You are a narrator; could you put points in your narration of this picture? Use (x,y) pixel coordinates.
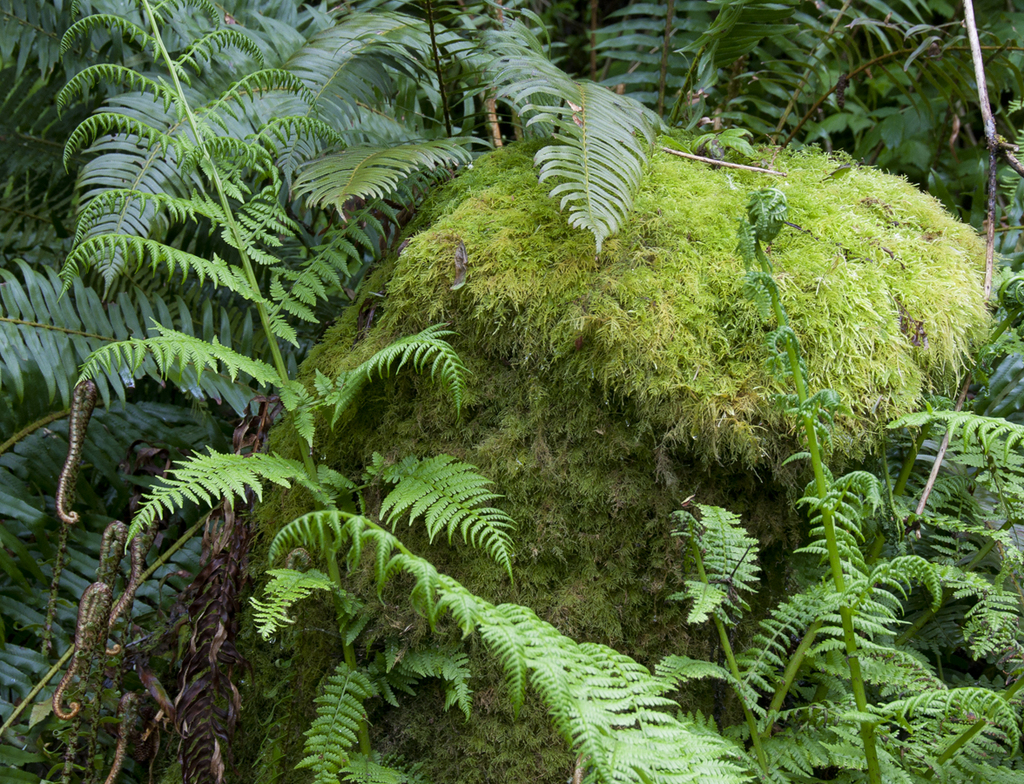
This image is taken outdoors. In this image there are a few plants (803,660) and trees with green leaves (133,320), stems (90,587) and branches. There is a heap of grass (490,710).
